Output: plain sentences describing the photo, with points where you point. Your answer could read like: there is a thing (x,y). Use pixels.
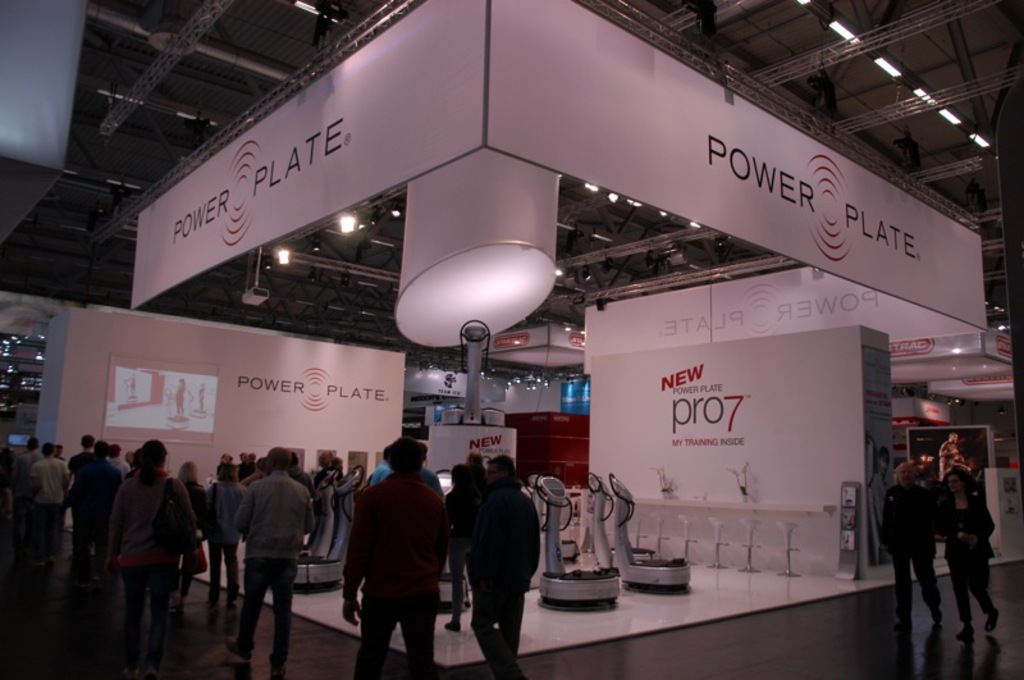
Here in this picture we can see number of people (388,547) standing and walking on the floor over there and in the middle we can see some machines (569,583) present and we can see banners (704,361) present on the floor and hanging on the roof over there and in the middle (490,262) we can see a light (506,233) present and we can see other lights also present on the roof (884,100) over there.
